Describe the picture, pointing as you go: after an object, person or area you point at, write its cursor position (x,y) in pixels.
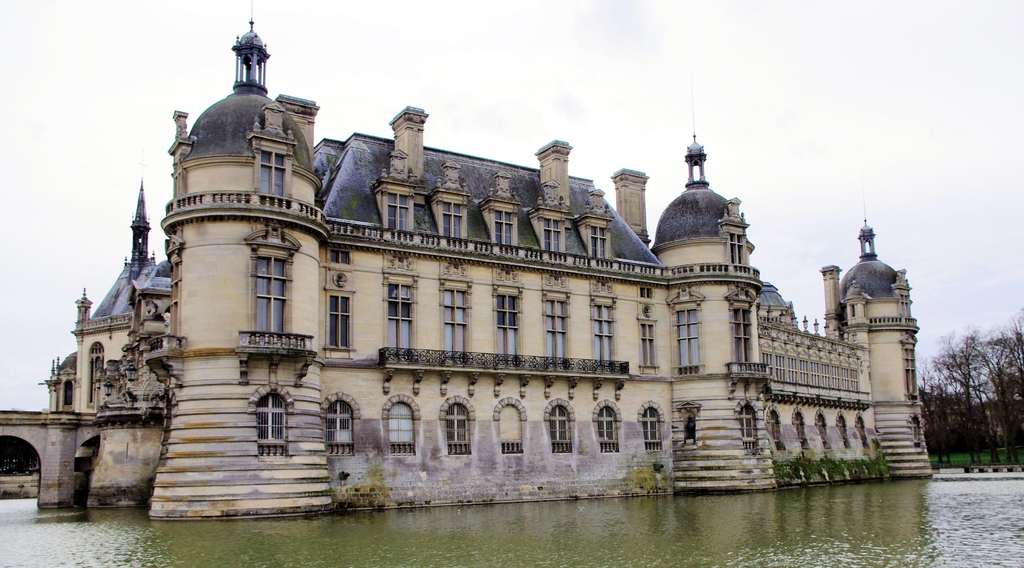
In this image in the center (393,237) there is a palace (410,397), and on the left side (38,436) there is a bridge (52,495). At the bottom (712,508) there is a river (915,497) and on the right side (937,420) there is grass (964,460) and trees (967,379), at the top (46,182) there is sky (434,72).
